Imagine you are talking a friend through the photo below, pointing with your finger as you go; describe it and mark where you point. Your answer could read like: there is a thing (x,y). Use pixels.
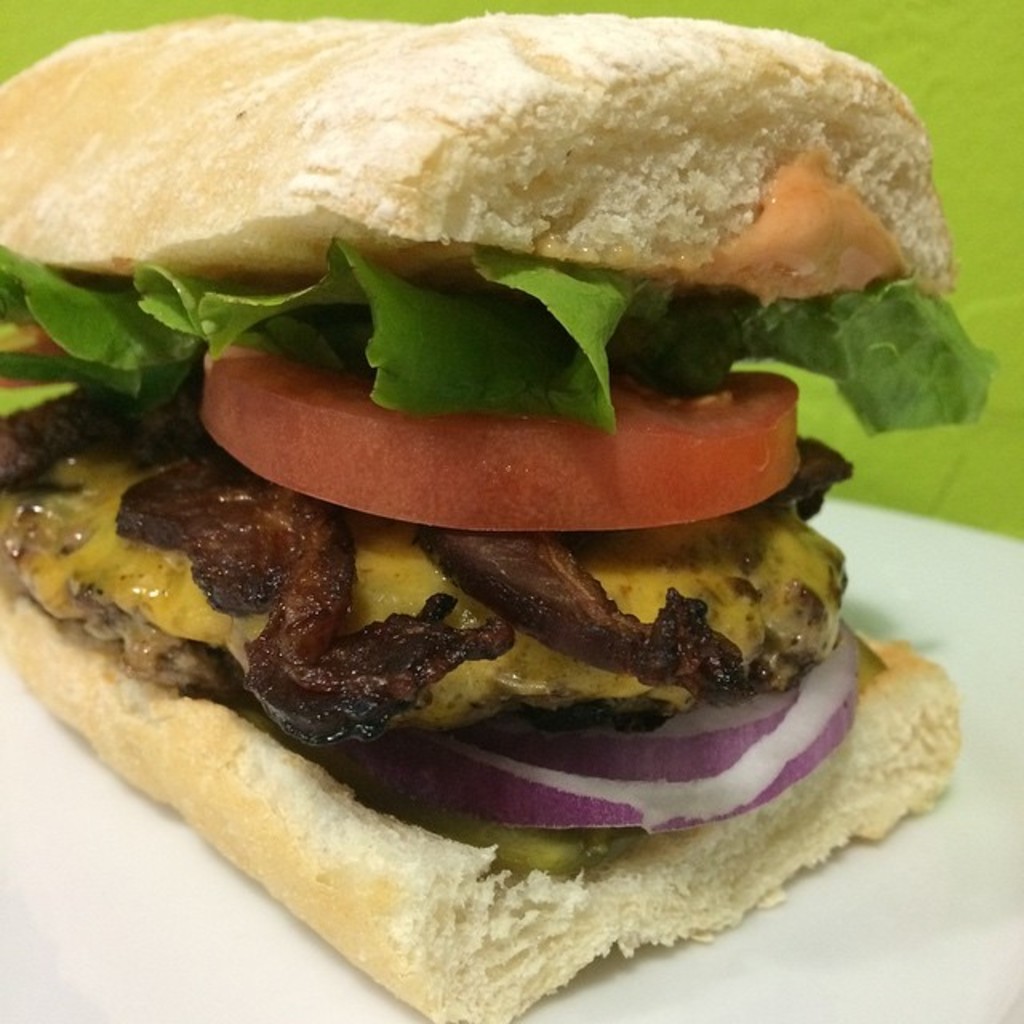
In this image we can see a sandwich (547,733) which is placed on the surface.
